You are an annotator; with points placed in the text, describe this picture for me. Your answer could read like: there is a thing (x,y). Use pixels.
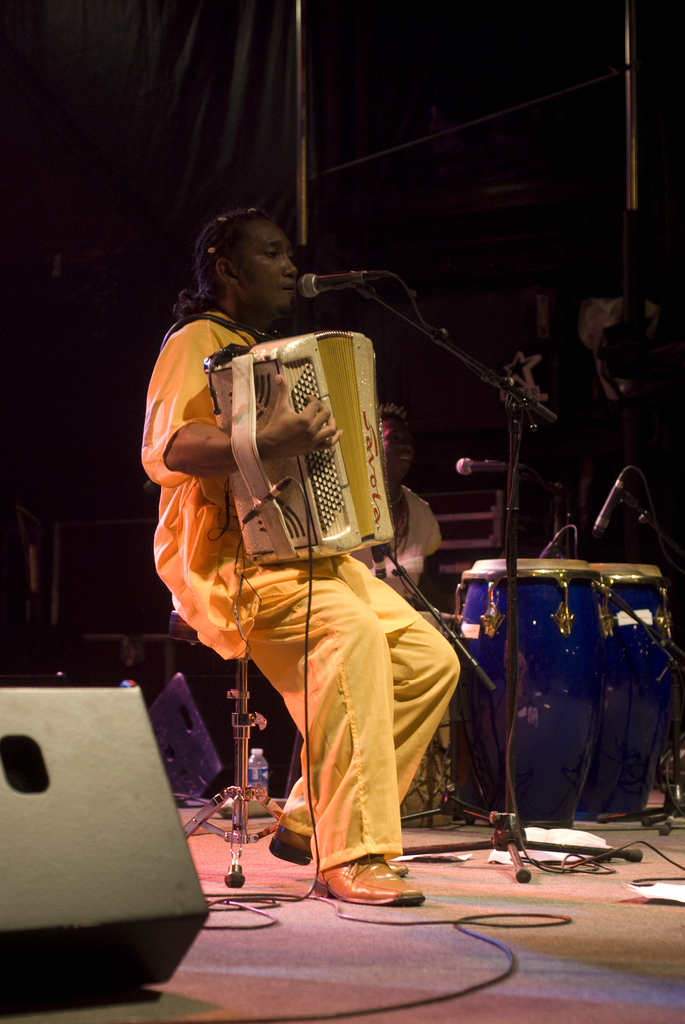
A person (296,433) is sitting on a chair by playing musical instrument (372,424) and singing on mic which is on a stand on the floor (236,1020) and there is an object (14,805), drums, cables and other musical instruments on the floor (223,921). In the background (255,77) image is dark but we can see objects (439,494).
